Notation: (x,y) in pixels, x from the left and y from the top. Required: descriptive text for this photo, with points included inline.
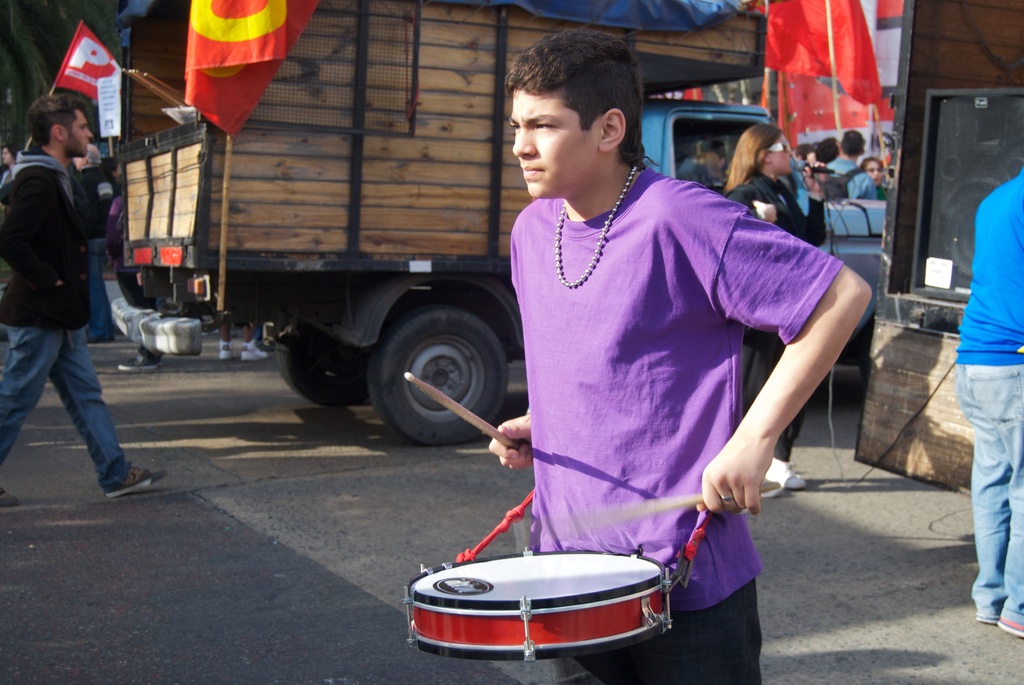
In this image I can see a man (559,120) in purple t shirt (582,320) playing a musical instrument (441,568). In the background (706,107) I can see few more people (995,475) and vehicles (404,183). I can see few more flags (266,23) are here.
